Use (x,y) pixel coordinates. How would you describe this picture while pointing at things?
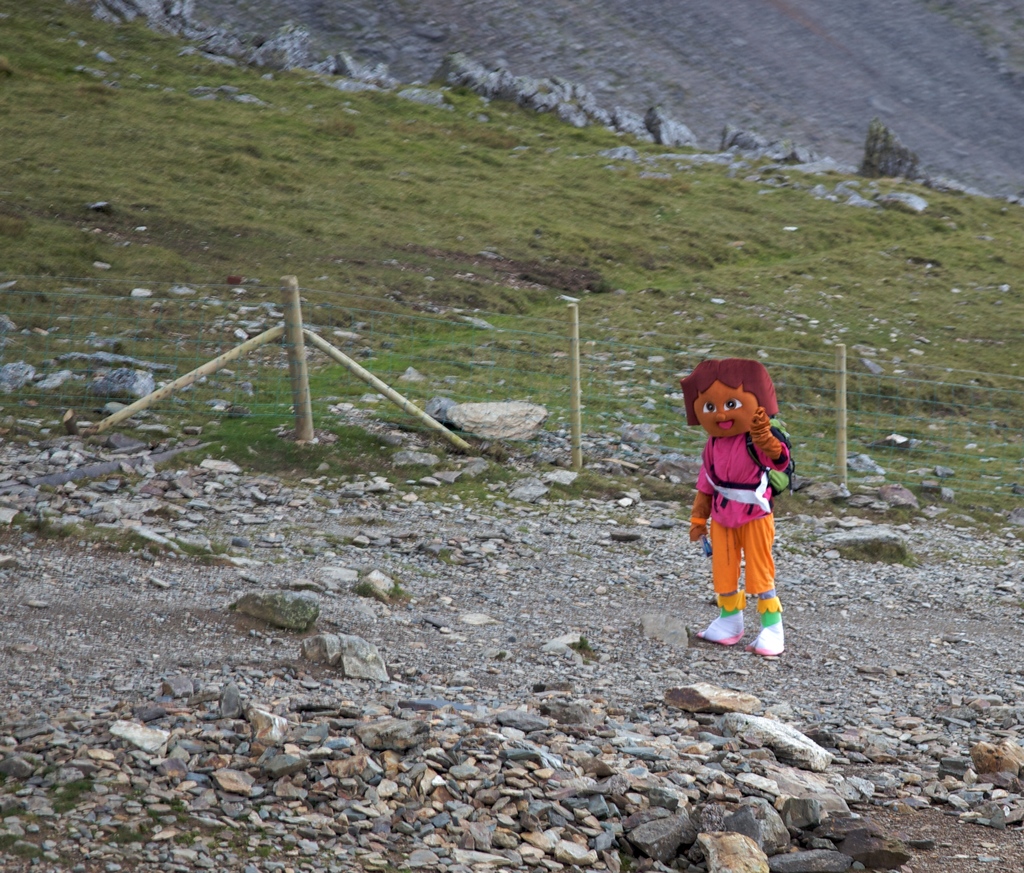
In this picture we can see a person (742,516) in the costume (759,456). Behind the person (748,472), there are stones (349,418), wire fence (580,397), grass (347,463) and a hill (626,101).
